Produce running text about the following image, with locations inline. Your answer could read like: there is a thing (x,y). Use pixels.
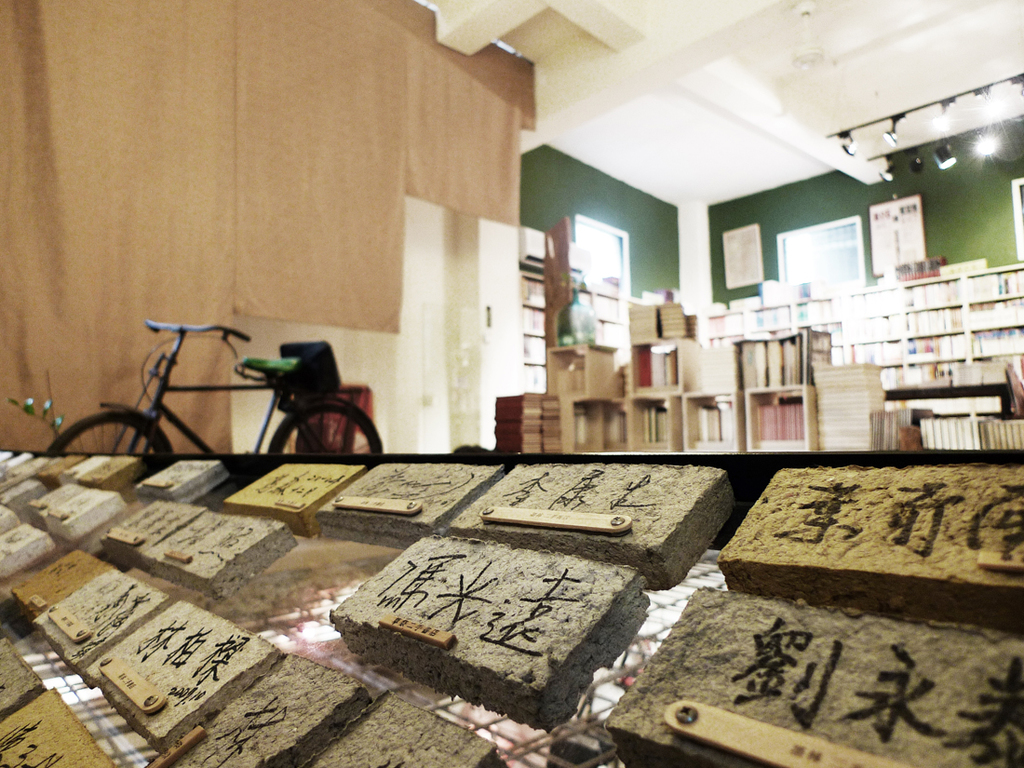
At the bottom of the image (854,630) we can see blocks (690,620) placed on the table (350,569). In the background (621,418) there are shelves (815,401) and we can see books (940,430) placed in the shelf (682,412). On the left (94,451) there is a bicycle (324,429) and curtains (262,223). In the background (615,199) there is a wall (837,199) and we can see wall frames (899,227). At the top (934,151) there are lights (946,144).
